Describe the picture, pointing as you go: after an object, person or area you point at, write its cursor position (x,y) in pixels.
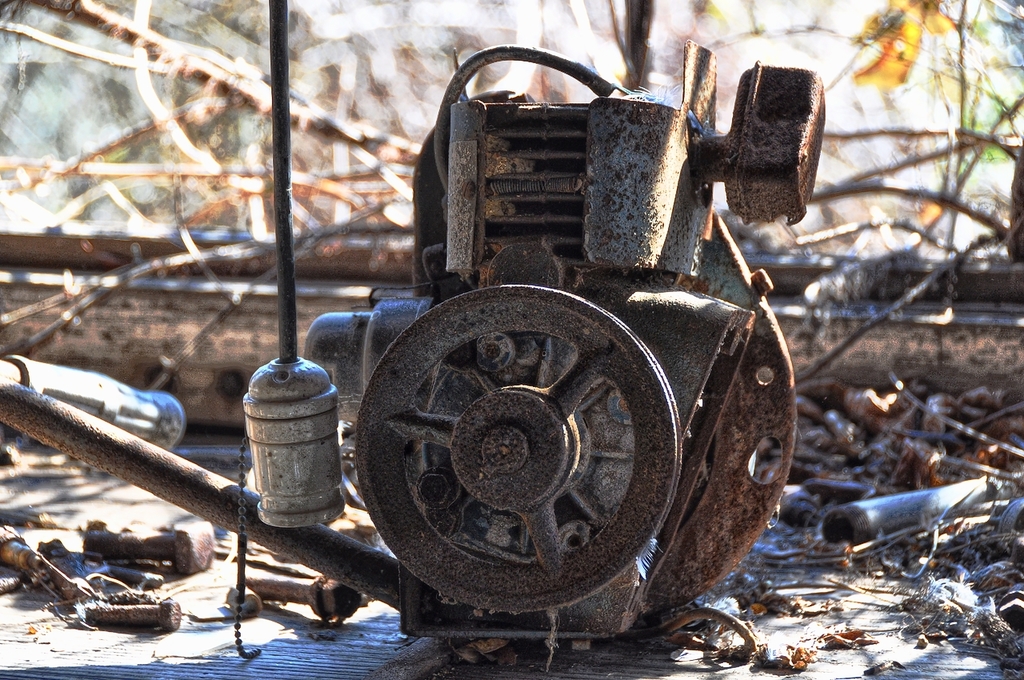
In this picture we can see a machine (638,371) on the ground (660,642) and in the background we can see wooden sticks (297,194).
